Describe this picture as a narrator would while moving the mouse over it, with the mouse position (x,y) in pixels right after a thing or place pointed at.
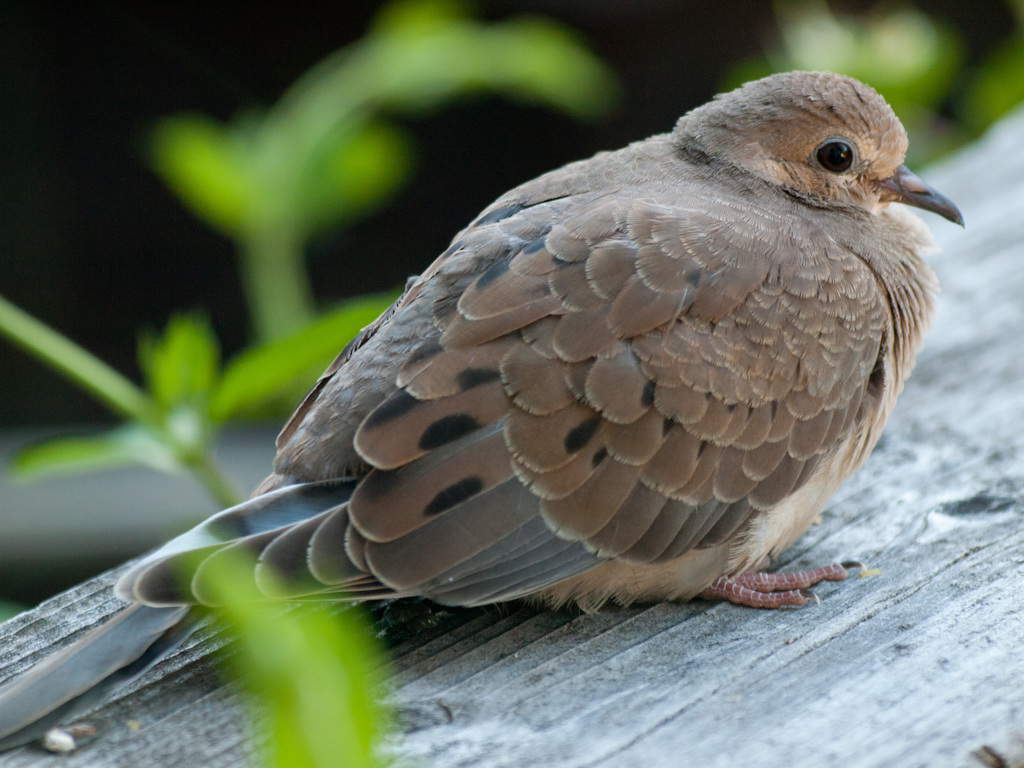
In the middle of this image (526,344) there is a bird (506,378) on a wooden plank (585,673) facing towards the right side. On the left side (331,313) few leaves (333,728) are visible.
